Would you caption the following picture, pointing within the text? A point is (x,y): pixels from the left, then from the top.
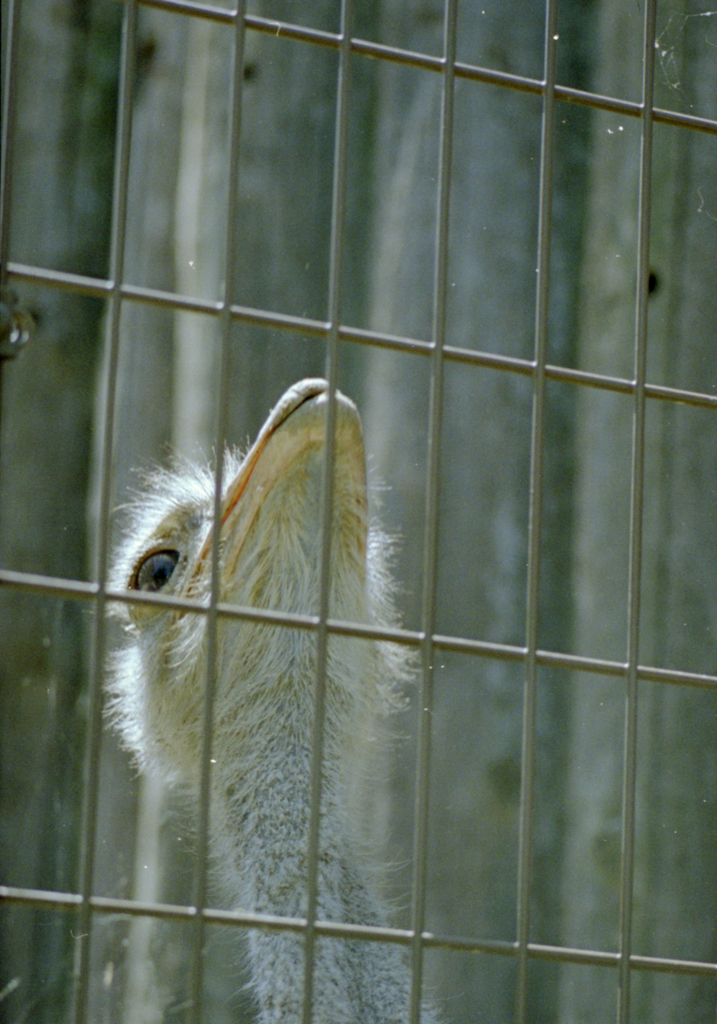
In the picture we can see a railing (200,840) from it we can see a bird head (302,428) with a neck (358,899) with a white color fur (299,785), eye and beak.
